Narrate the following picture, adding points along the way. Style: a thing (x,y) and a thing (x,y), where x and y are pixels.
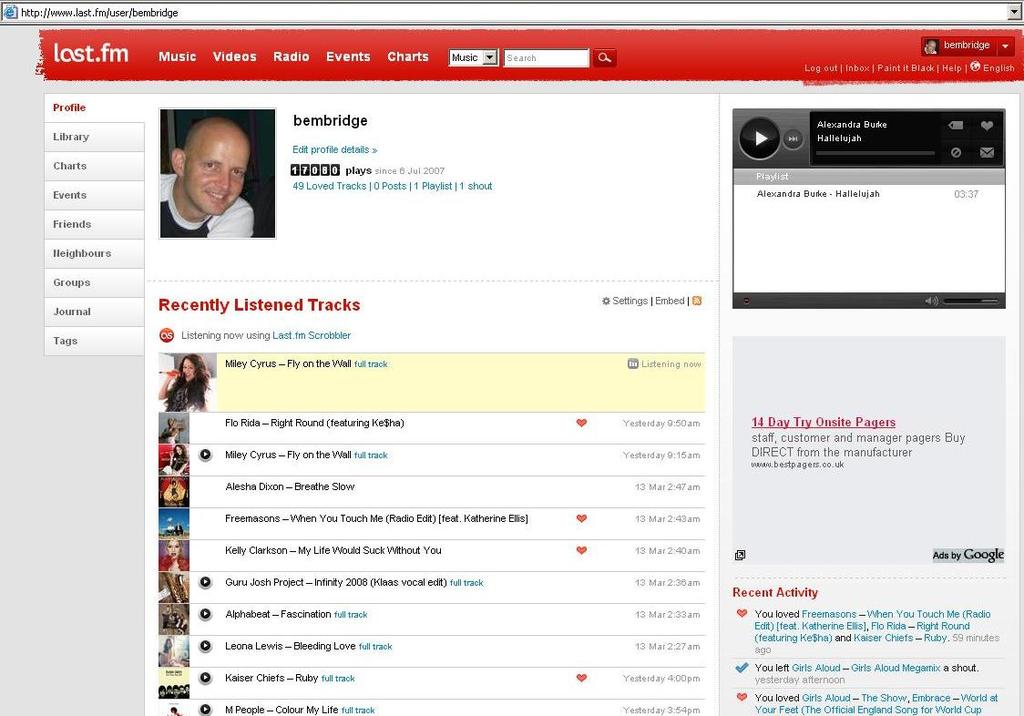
In this picture we can see a web page (391,413), we can see a person's image (238,193) here, there are some tags (253,62) here, we can see a digital audio player (844,160) on the right side (864,161), there is some text (373,368) here.
